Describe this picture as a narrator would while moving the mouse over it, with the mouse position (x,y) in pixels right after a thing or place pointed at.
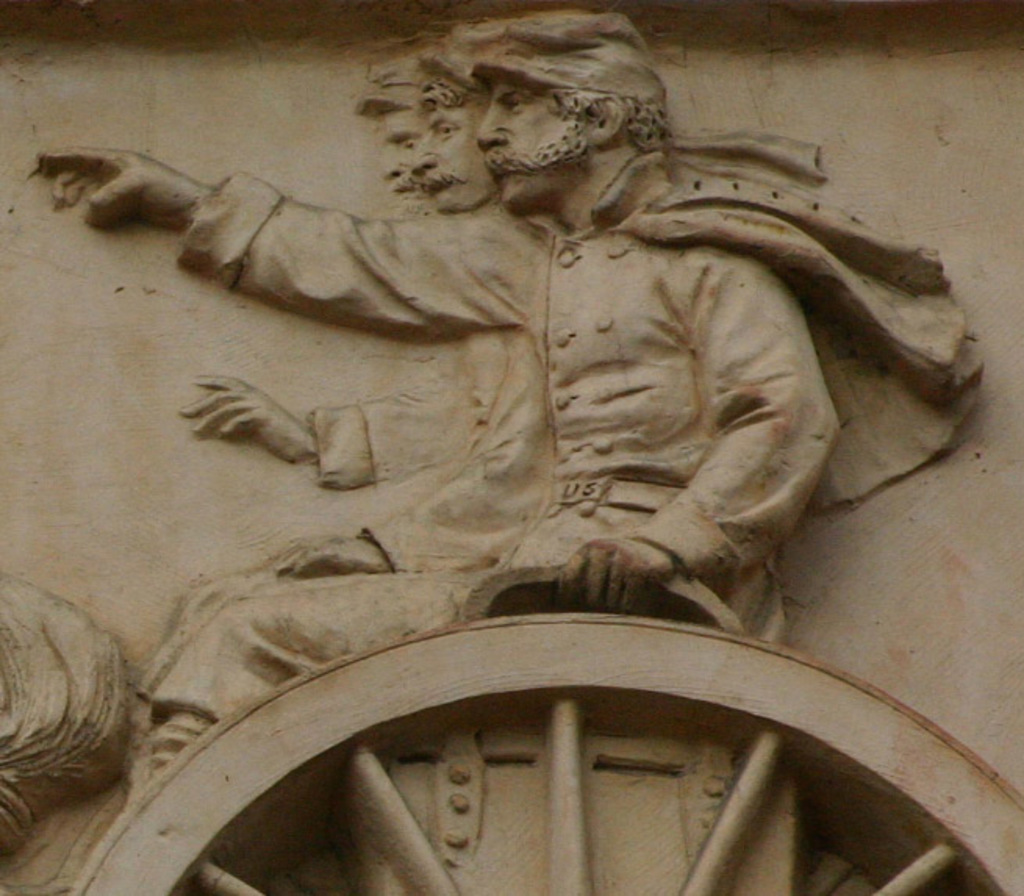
We can see stone carving (811,179) of people (379,609) and wheel (212,764) on a wall (26,239).
